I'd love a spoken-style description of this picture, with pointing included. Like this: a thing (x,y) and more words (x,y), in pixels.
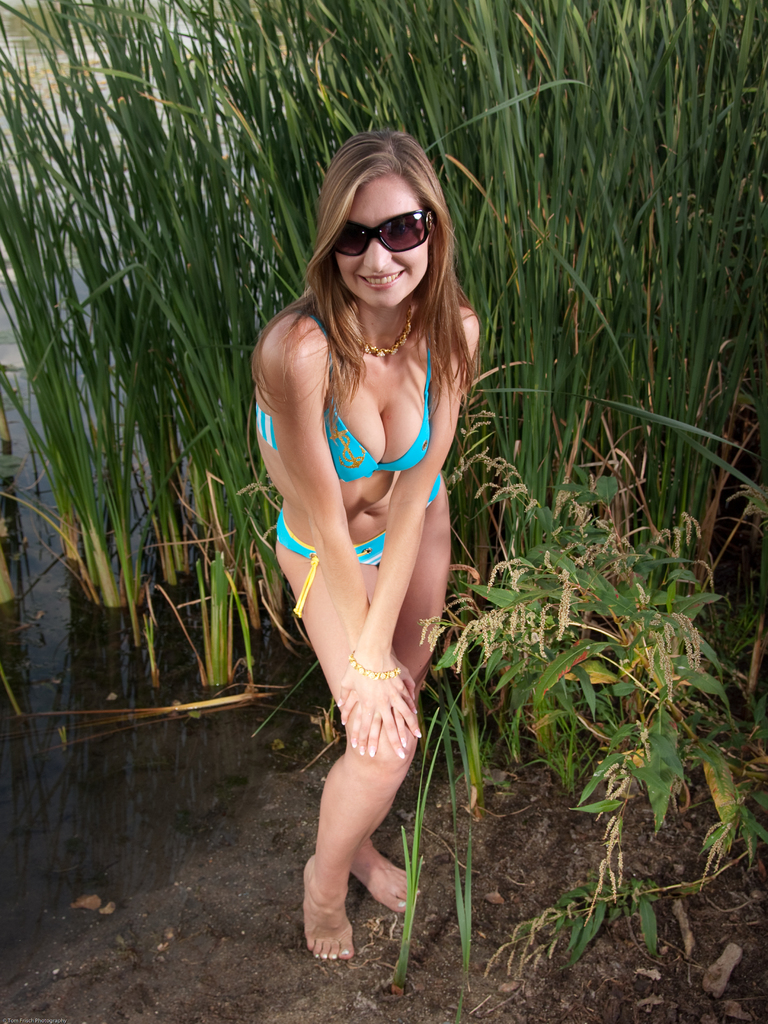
In the picture we can see a woman (376,698) standing on the mud surface (645,834) she is with blue color bikini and she is smiling and behind her we can see full of grass plants (737,309).
